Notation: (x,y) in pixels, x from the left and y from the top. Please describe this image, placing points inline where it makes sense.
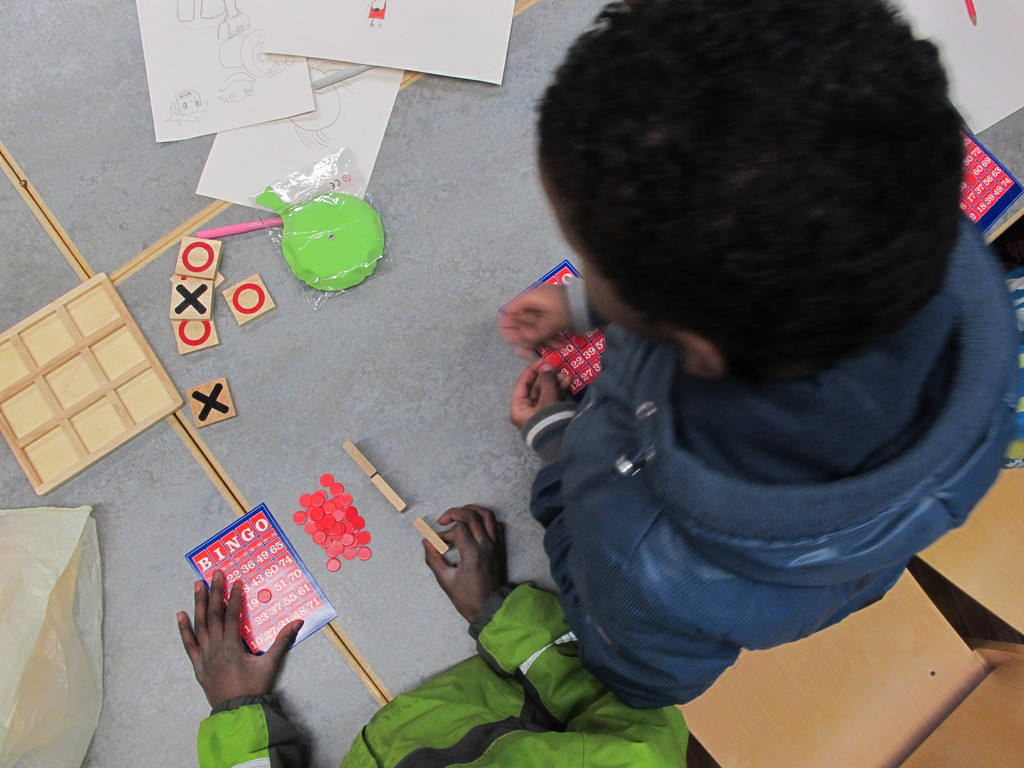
This picture shows a boy (752,373) standing and we see another human (467,558) seated and playing bingo game (354,512) on the table (344,429) and we see few papers (232,151) and couple of chairs (826,734) on the back (996,753).
